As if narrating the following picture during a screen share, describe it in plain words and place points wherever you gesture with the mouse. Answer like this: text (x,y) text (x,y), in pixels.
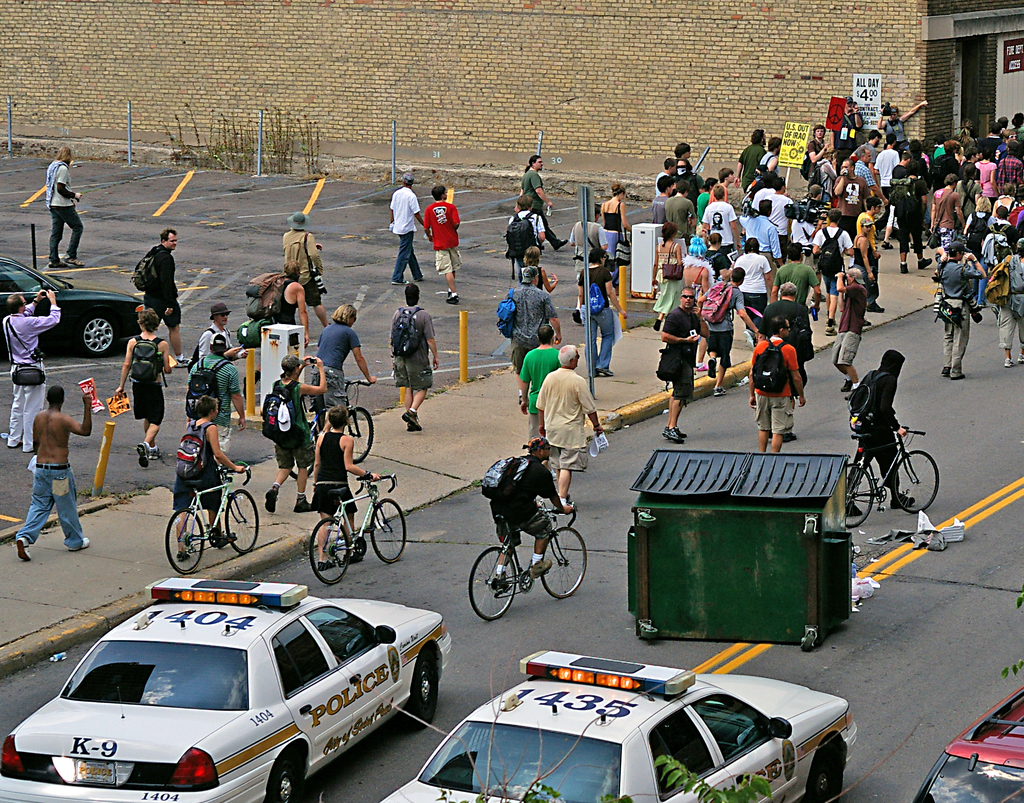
In this image we can see a group of people (923,142) walking on the road (450,556) and some of them are riding bicycles (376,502) and few of them are holding bicycles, there are a few cars (645,735), few poles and a green color object (668,550) on the middle of the road (936,740), there are few board (805,127) and a building (728,151).
